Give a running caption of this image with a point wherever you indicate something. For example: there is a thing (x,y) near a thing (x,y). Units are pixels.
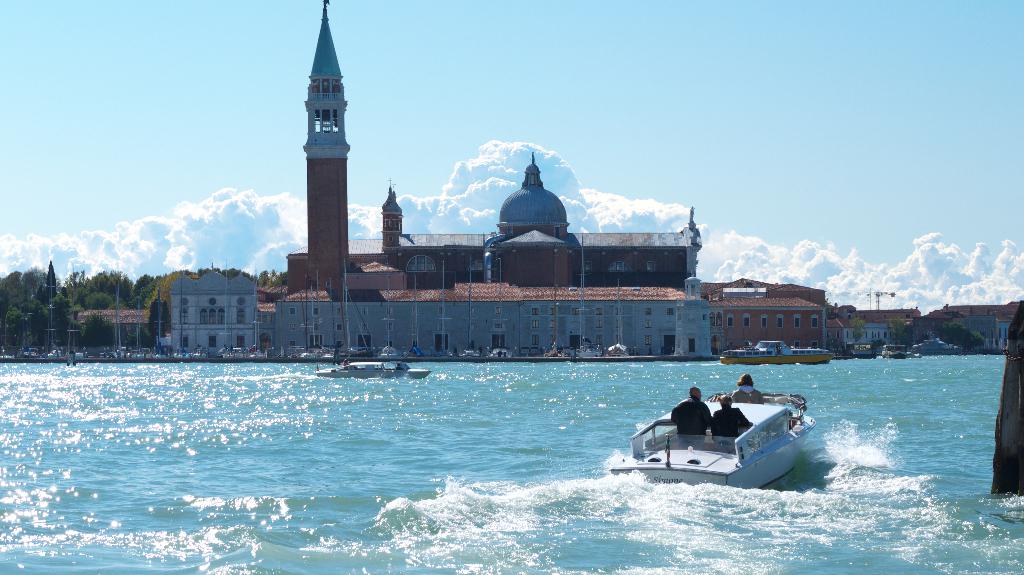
In this image there is the sky (693,124) towards the top of the image (764,148), there are clouds (929,247) in the sky (686,158), there are buildings (620,243), there is water (402,459) towards the bottom of the image (858,512), there are boats (776,448), there are three persons (699,419) in the boat (718,409), there is an object (1012,376) towards the right of the image (1004,398).
